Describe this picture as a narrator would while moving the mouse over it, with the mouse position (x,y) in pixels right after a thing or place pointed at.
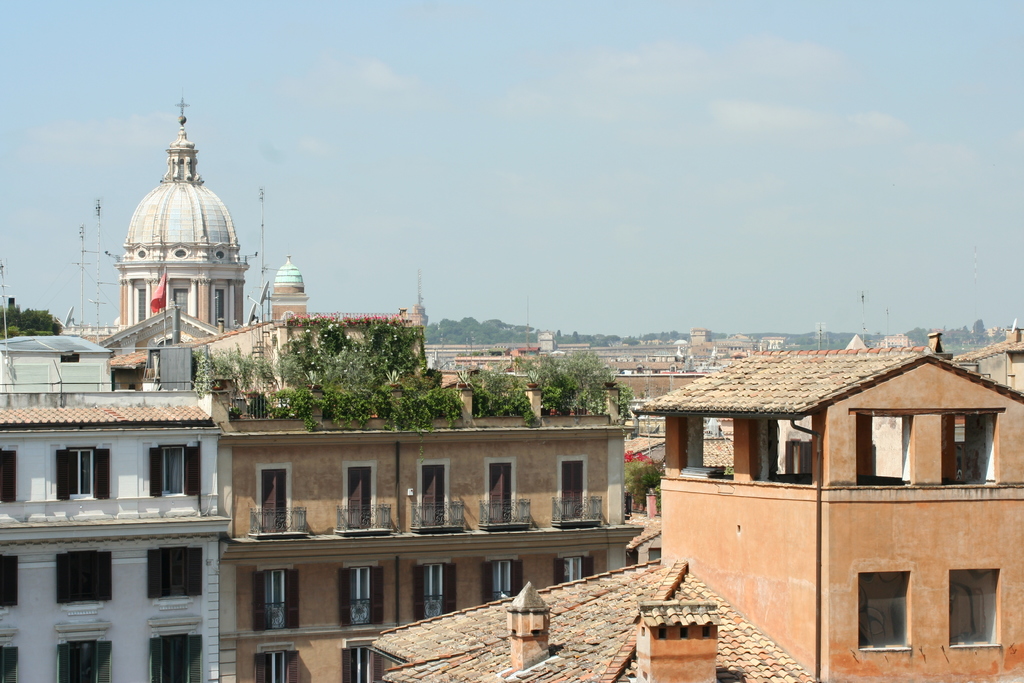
To the bottom of the image (732,498) there are many buildings (124,468) with windows (157,472), walls (174,497), pillars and balcony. On the top of the building (618,418) there are plants (330,347). And in the background (788,344) there are trees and buildings (511,353). And also there are poles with wires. To the top of the image (128,207) there is a sky (107,218).
